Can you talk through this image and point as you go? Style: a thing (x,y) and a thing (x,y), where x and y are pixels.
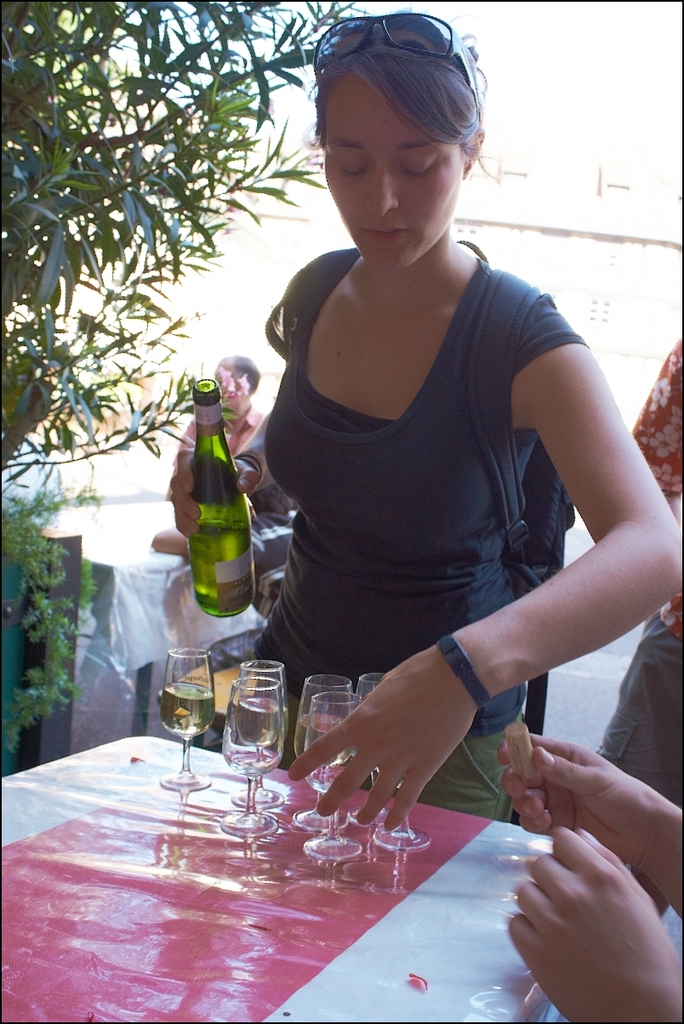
As we can see in the image there is a tree (79,177), a woman (440,284) standing. In front of the women (418,469) there is a table (62,1007). On table (350,869) there are glasses (272,749) and the woman (383,563) is holding bottle (225,504) in her hand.
